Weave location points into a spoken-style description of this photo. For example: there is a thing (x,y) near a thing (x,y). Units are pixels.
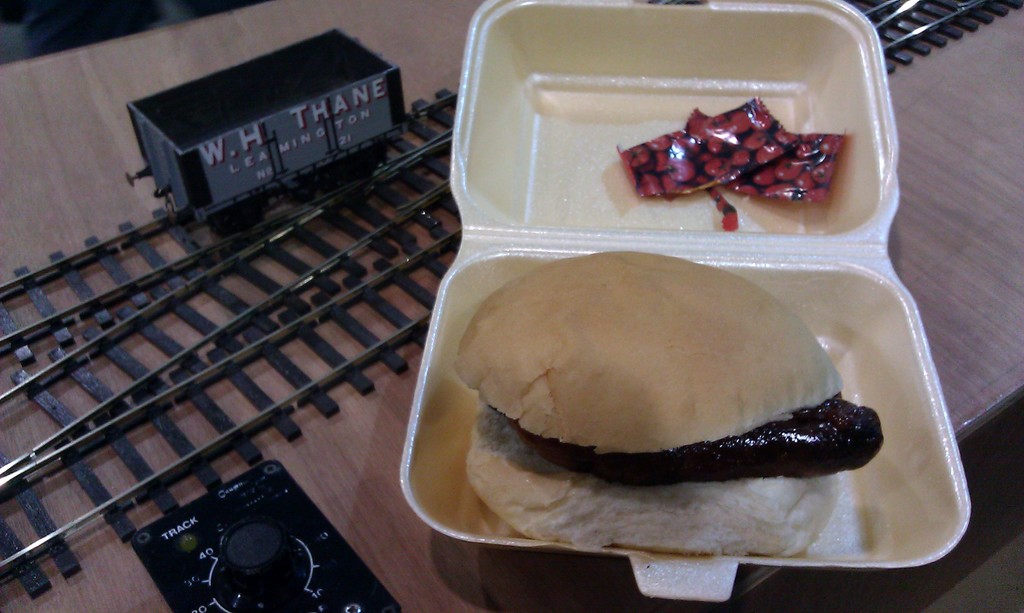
In this picture there is a burger (719,422) placed in a box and there are two red color objects (771,165) beside it and there is a track toy (240,322) and some other objects (275,586) beside the box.
